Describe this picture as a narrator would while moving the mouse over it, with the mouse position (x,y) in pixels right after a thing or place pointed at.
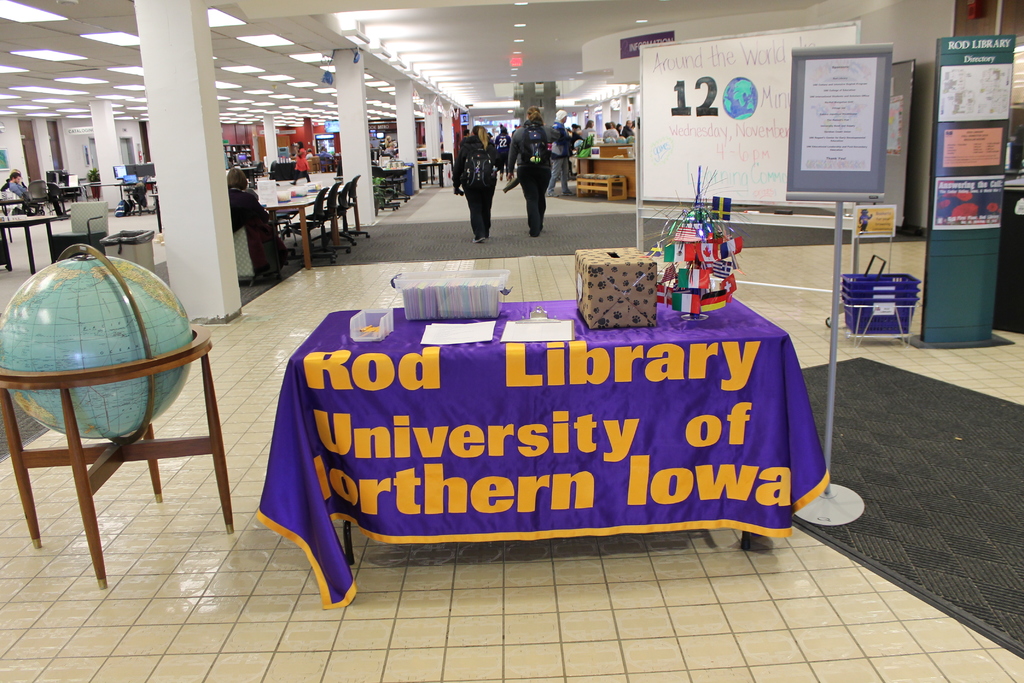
It is an expo conducted by University there is a table (580,379) and on the table (465,393) there are different countries flags (688,269), a box (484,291), some papers (440,333) and also a banner (677,421) is kept, to the left side (135,335) there is a globe (160,308), to the right side (781,144) there is a notice board (781,144) and beside the board (676,141) there are few people (516,129) and to the left (316,220) there are lot of tables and chairs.
